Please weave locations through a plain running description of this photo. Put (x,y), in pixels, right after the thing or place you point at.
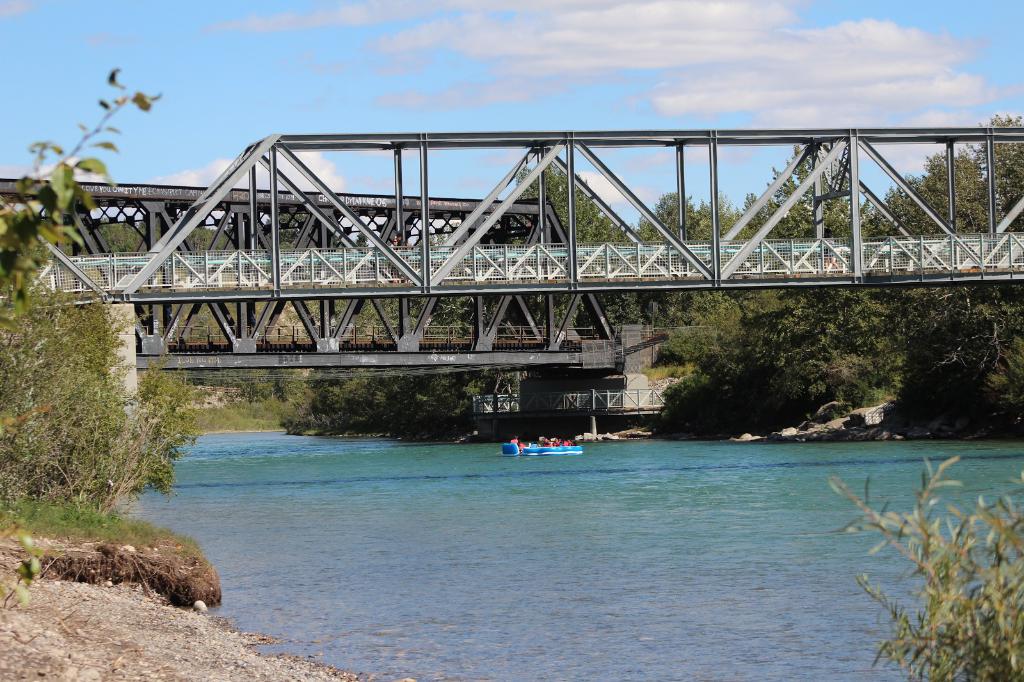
In this picture I can observe two bridges (333,292) over the lake (495,512). There is a boat (531,451) floating on the water (482,504). I can observe some plants (253,386) and trees (344,377) on either sides of the lake (360,499). In the background (629,50) there is a sky (346,47) with some clouds (819,72).
